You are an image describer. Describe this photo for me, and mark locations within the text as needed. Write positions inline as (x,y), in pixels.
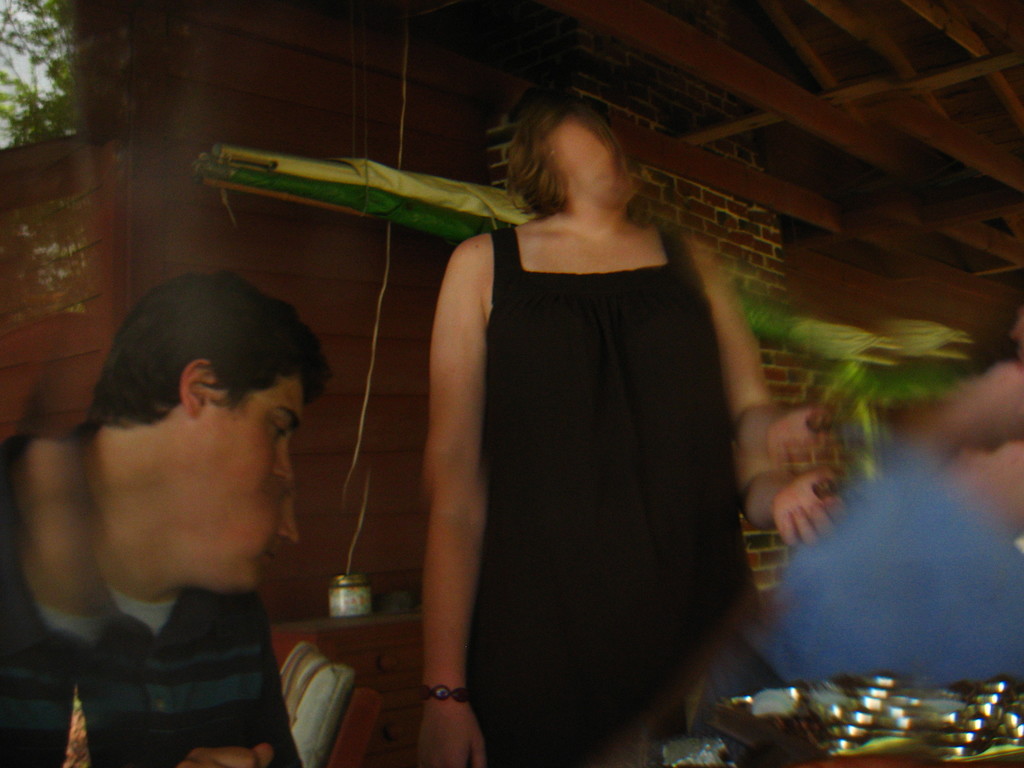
In this picture we can see a woman (659,411) wearing black dress (647,389) and standing in the front (535,585). Beside there is a man (181,665) sitting on the chair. In the background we can see a brown brick wall (741,213). On the top (789,79) there is a wooden roofing (780,88).
